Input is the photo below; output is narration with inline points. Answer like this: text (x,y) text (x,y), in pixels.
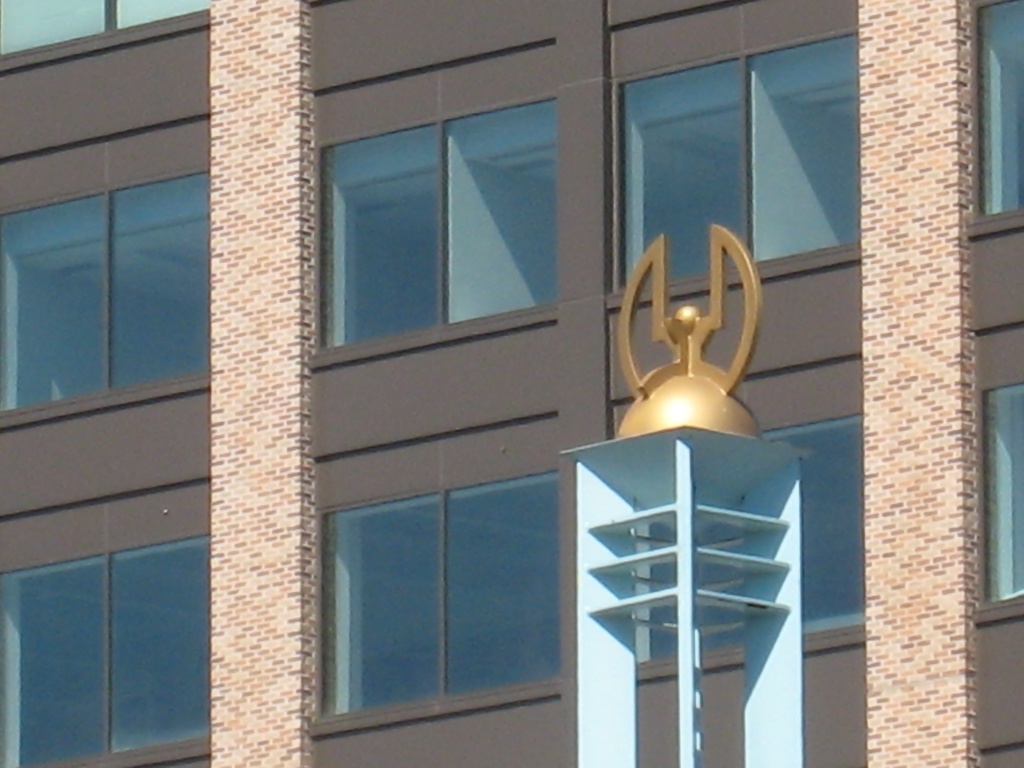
In this picture I can see there is a building (297,361) and it has glass windows (403,311) and there is a tower (642,467) here and a symbol (685,413) on it.
